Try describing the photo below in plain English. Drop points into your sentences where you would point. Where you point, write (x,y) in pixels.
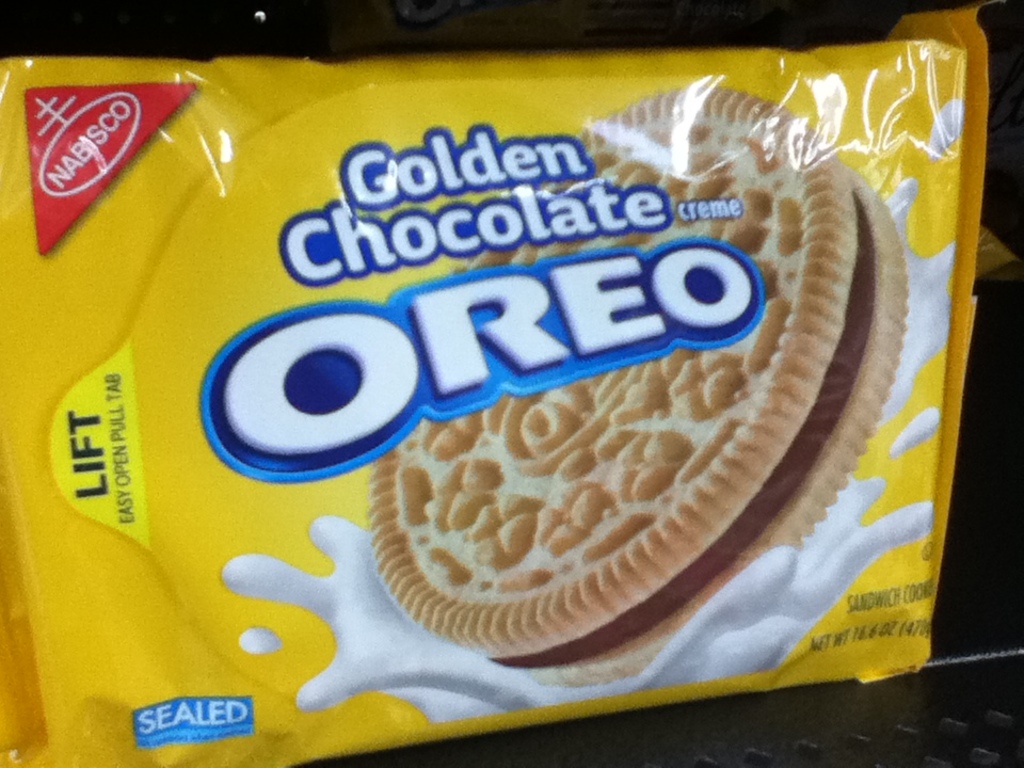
In this image there is a yellow color OREO biscuit packet (638,489) on the object (696,767).
